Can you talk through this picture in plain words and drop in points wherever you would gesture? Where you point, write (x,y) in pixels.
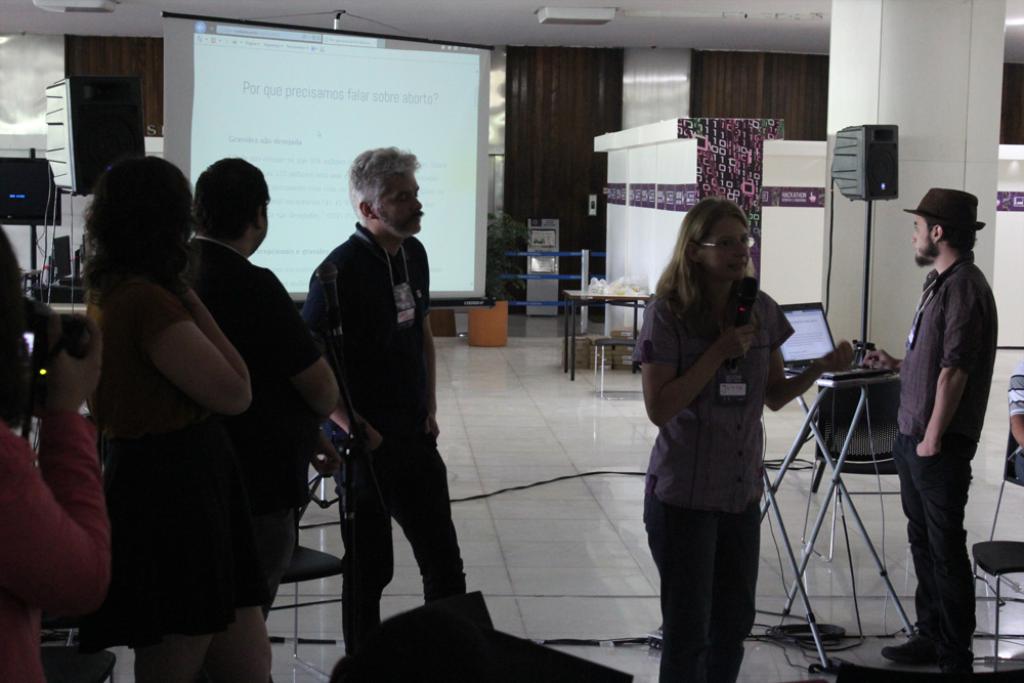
In this picture I can see group of people (754,488) standing, there is a person (689,375) holding a mike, there are chairs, cables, there is a house plant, there is a projector screen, there is a laptop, table (577,292) and there are some objects (666,192).
